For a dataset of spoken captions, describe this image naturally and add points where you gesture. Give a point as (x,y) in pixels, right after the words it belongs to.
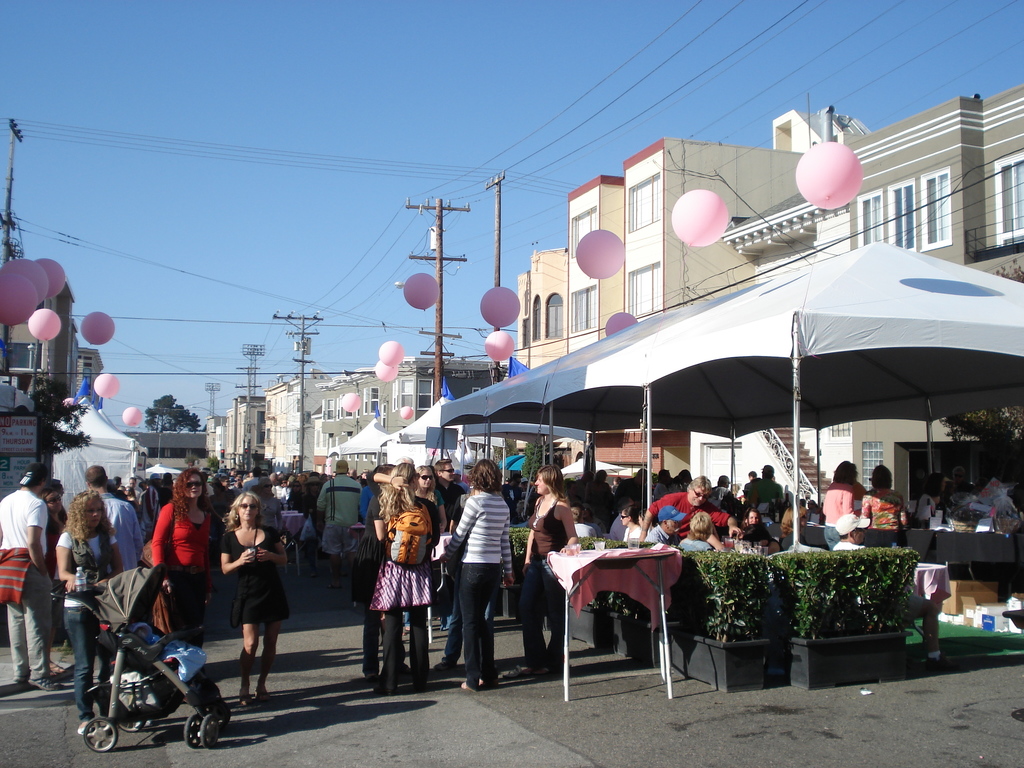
In this image there are buildings (445,369) and poles (505,175). We can see wires (431,172). At the bottom (90,621) there are people (458,538) and we can see a trolley (160,675). There are tables (651,579) and a tent (706,408). We can see hedges (714,570) and there are people (625,514) sitting. In the background (349,359) there are balloons (29,299) and sky (457,108). We can see trees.
